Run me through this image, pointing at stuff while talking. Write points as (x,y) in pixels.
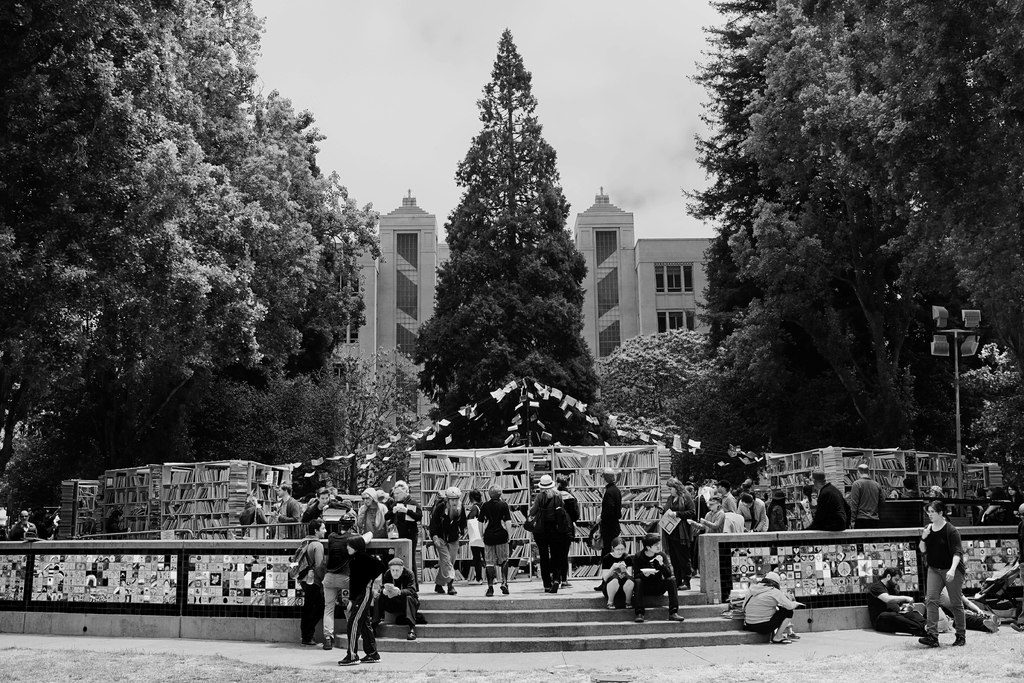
This is an black and white image. At the bottom (901,612) there are many people (336,595) on the ground (481,677). Few are standing, few are sitting on the stairs (542,632) and few people (938,560) are walking. Here I can see many books (168,512) arranged in the racks (235,485). In the background (179,353) there are trees (585,348) and a building (649,298). At the top of the image (607,72) I can see the sky (607,84).
